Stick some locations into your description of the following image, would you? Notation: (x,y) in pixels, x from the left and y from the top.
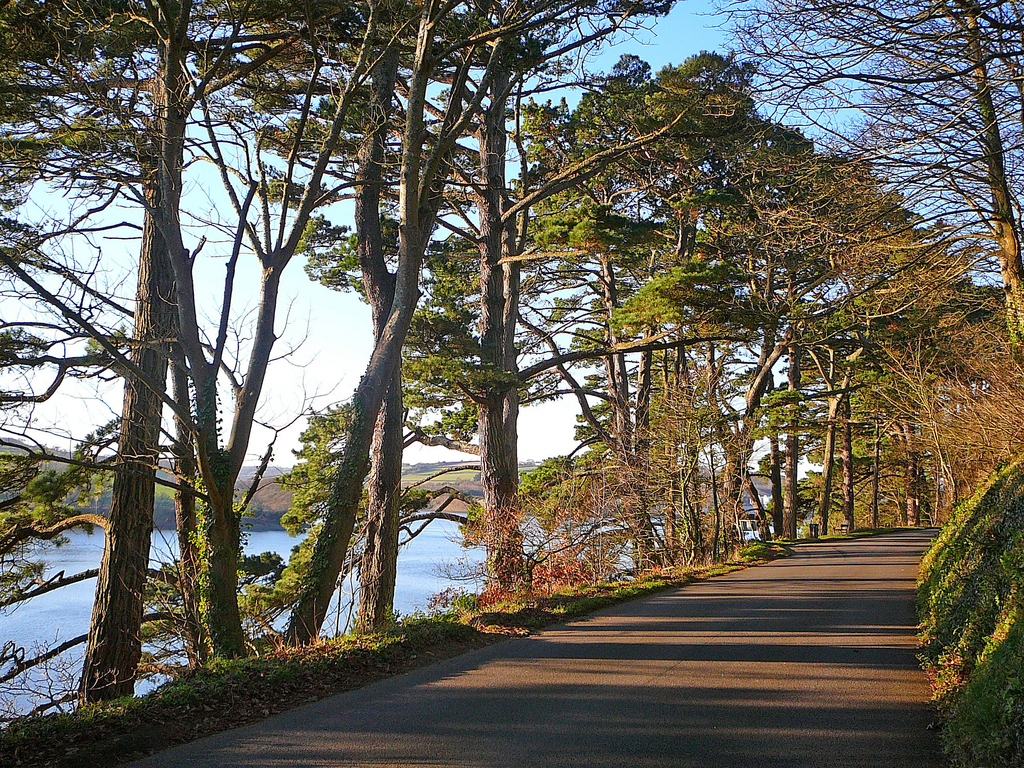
In this picture we can observe a road (733,635). There are some trees (391,349) on the side of the road (815,569). We can observe a river (43,615) on the left side of the road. In the background (322,304) there is a sky (210,273).
